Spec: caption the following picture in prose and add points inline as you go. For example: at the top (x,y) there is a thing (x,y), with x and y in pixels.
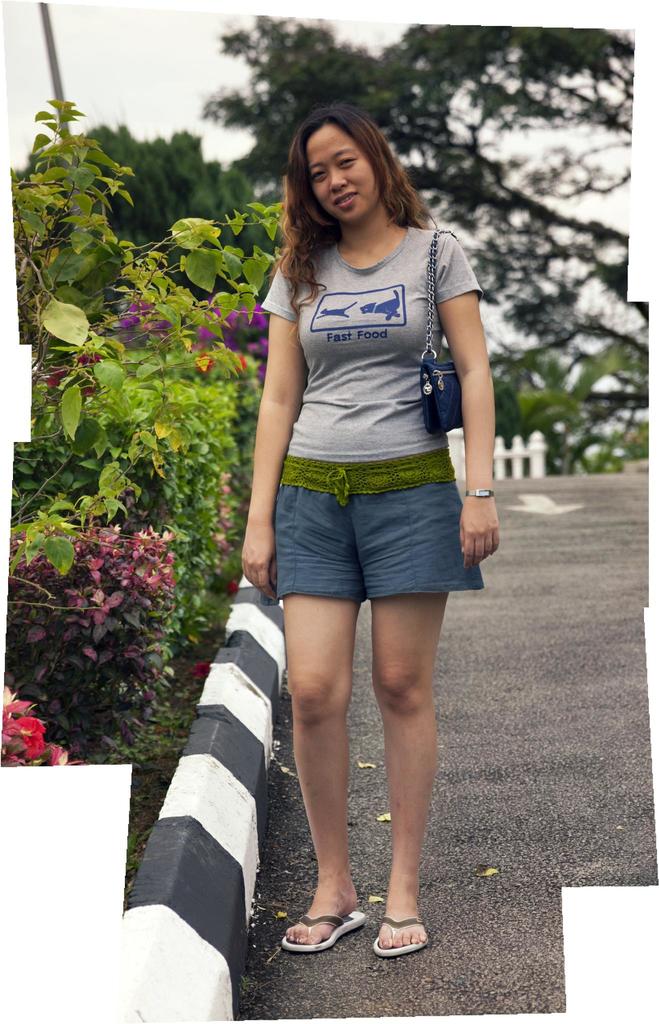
Here we can see a woman (320,544) standing on a road (453,643) by holding a bag (429,325) on her shoulder (443,267). On the left (122,383) we can see plants (123,632) and among them we can see a plant (58,579) with flowers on the ground (151,742). In the background (532,208) there is a pole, fence (457,448), trees (532,208) and sky (13,93).
